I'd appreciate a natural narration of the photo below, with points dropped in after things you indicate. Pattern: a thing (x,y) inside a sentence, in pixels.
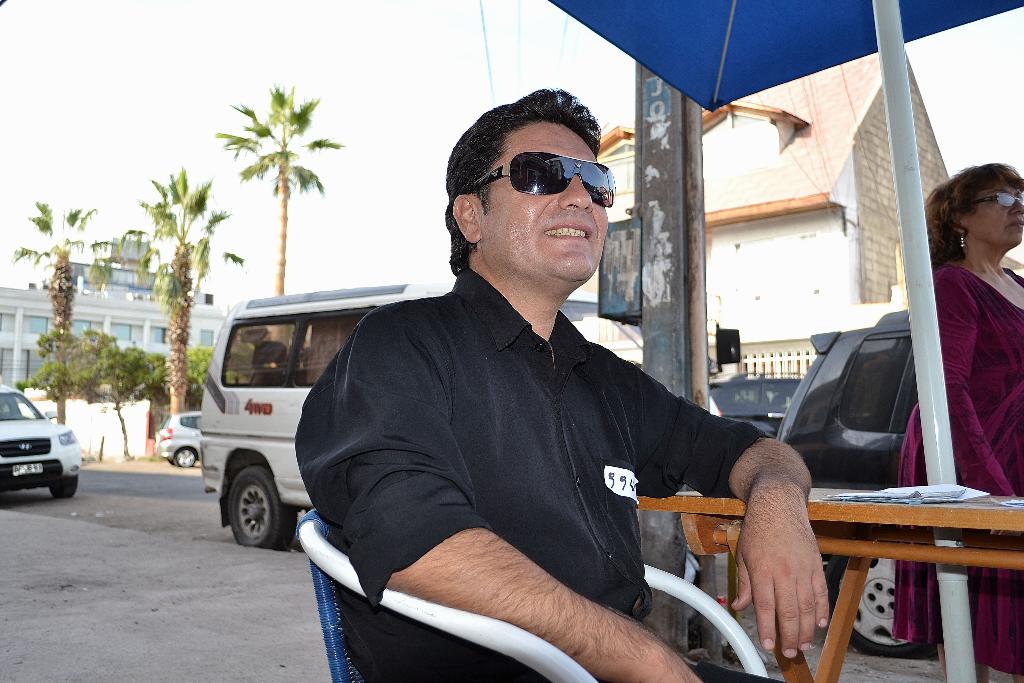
There is a man (521,256) sitting in the foreground (425,400), there is a lady (1004,394), papers (955,494) on a table (970,510) and an umbrella (933,385) on the right side (932,446). There are vehicles (776,386), trees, houses (713,331), wires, pole (699,289) and sky (377,141) in the background area (386,127).
